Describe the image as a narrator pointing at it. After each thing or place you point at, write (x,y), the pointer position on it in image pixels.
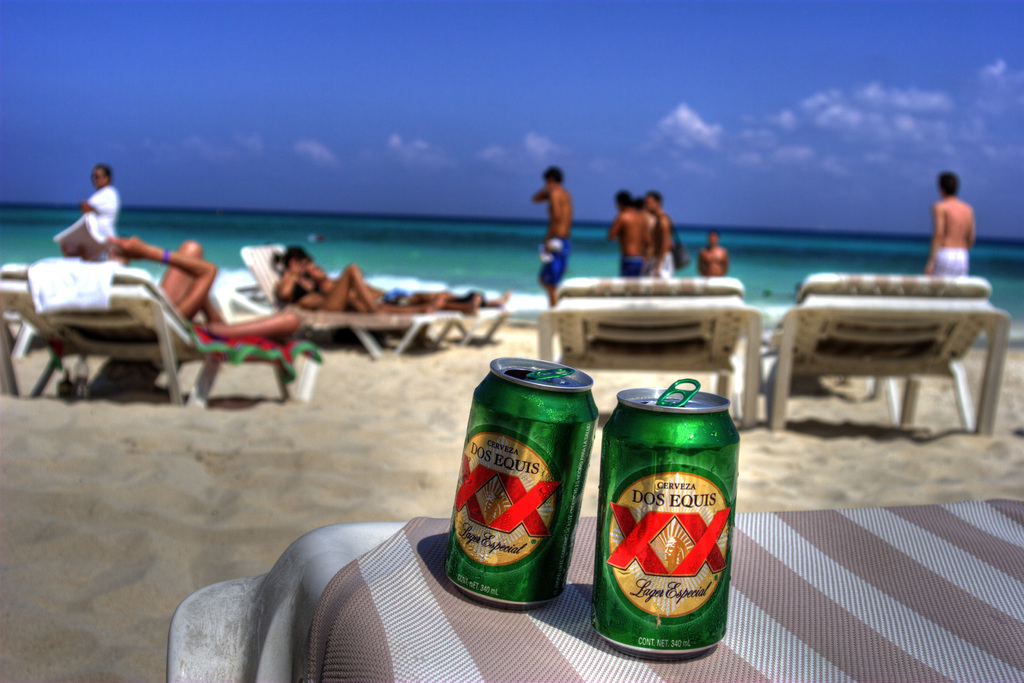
In this picture we can see two tins (724,442) on the chair (834,546). This is sand (336,457). Here we can see some persons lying on the chairs (138,321). And even we can see some persons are standing. This is sea (474,244). And on the background (544,64) there is a sky (798,110) with clouds (866,122).
